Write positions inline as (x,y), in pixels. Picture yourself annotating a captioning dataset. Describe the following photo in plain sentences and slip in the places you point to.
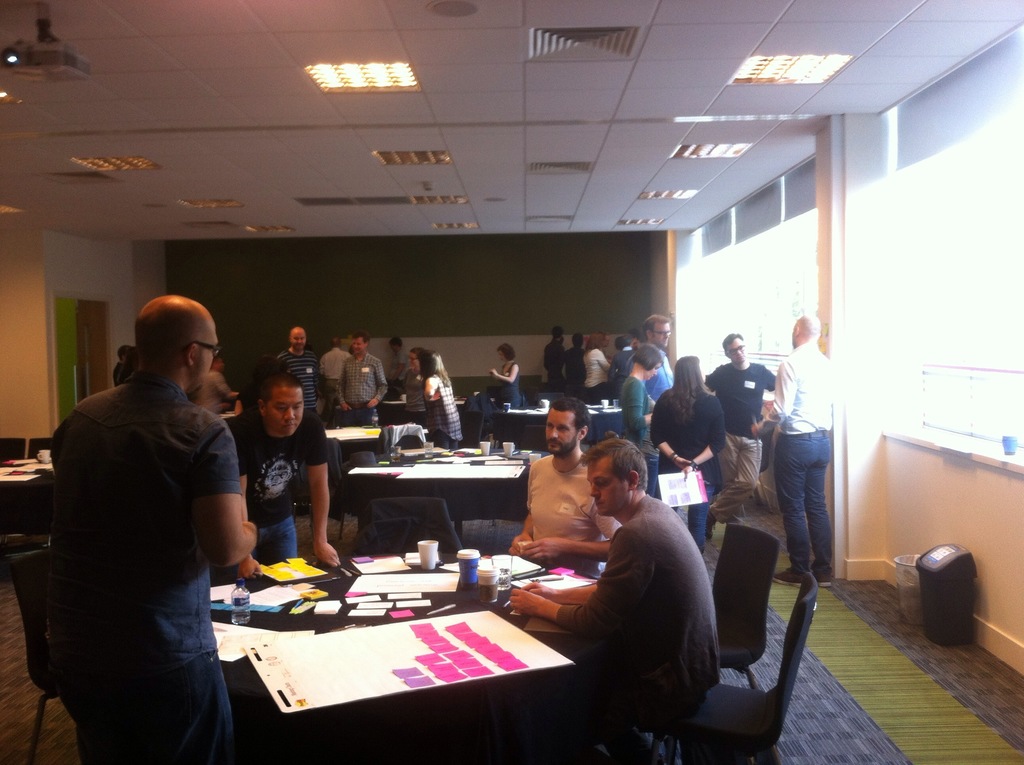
There are group of persons (550,500) sitting around the table (455,554) which has some papers (429,620) on it and the person (106,507) in the left corner (145,523) is standing and there are group of people (402,351) in front of him.
